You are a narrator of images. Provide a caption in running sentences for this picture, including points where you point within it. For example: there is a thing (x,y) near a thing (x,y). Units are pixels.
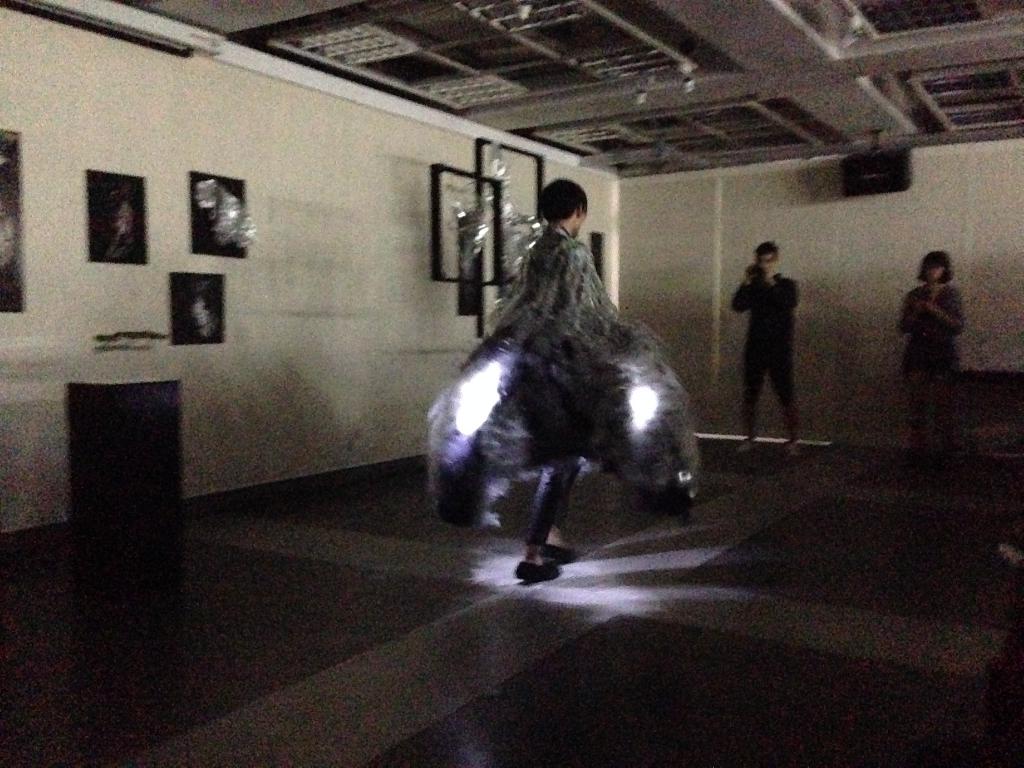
This picture shows a woman (592,443) walking and we see a man (765,275) holding a camera (755,283) and we see another woman (925,320) standing on the side and we see few photo frames (203,193) on the wall (123,329) and a cupboard (169,395) on the side.
